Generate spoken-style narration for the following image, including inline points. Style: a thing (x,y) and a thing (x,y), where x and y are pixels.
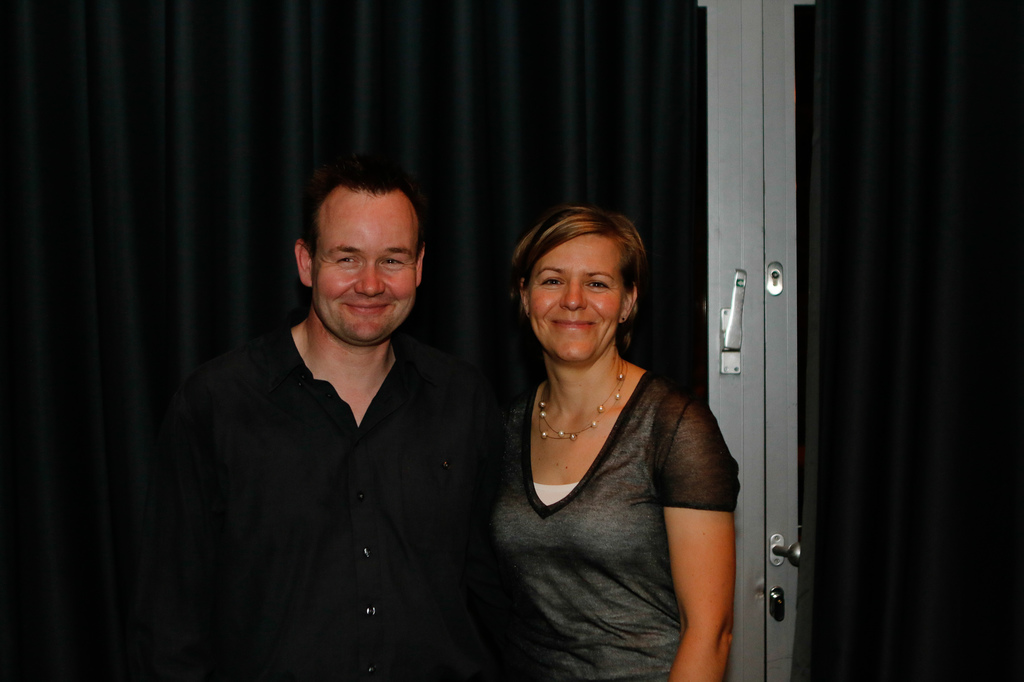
Here is the man (364,610) and woman (566,554) standing and smiling. This looks like a door (753,358) with the lock (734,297) and a handle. I can see a black color cloth (825,251) hanging.
